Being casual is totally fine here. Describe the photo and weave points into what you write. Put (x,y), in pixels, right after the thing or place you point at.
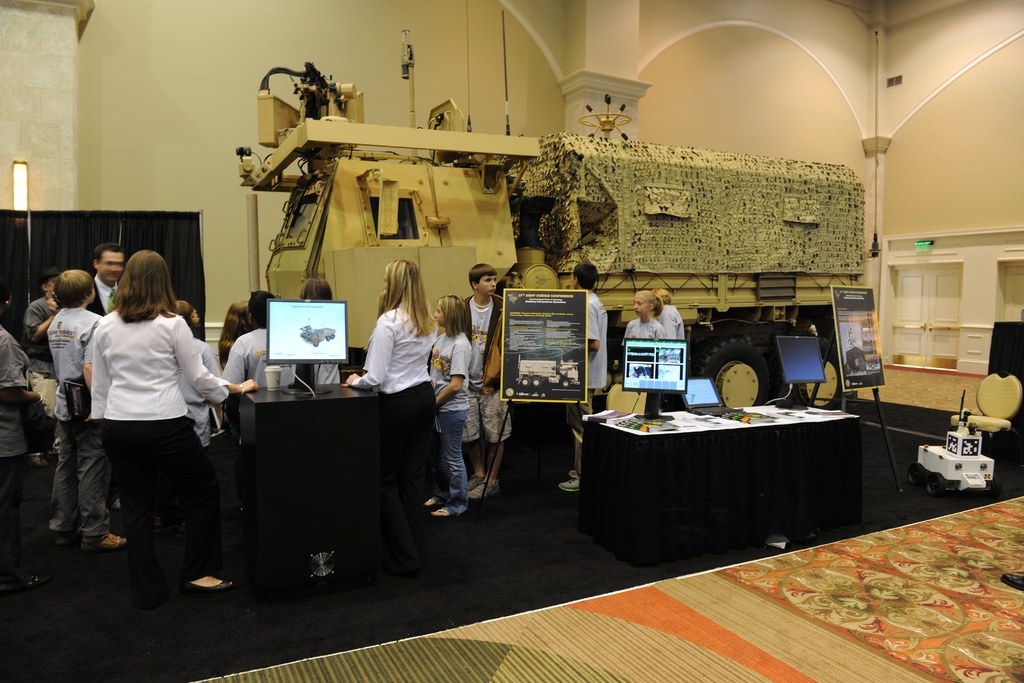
There is an exhibition is going on. There is a group of people (385,340). They are watching at this vehicle (356,221). There is a table (586,415). There is a laptop (708,402) on the table (685,440). There is a monitor (654,406) on the table (671,442). In the background (117,73), there is a wall (208,93) and pillar (594,27).
